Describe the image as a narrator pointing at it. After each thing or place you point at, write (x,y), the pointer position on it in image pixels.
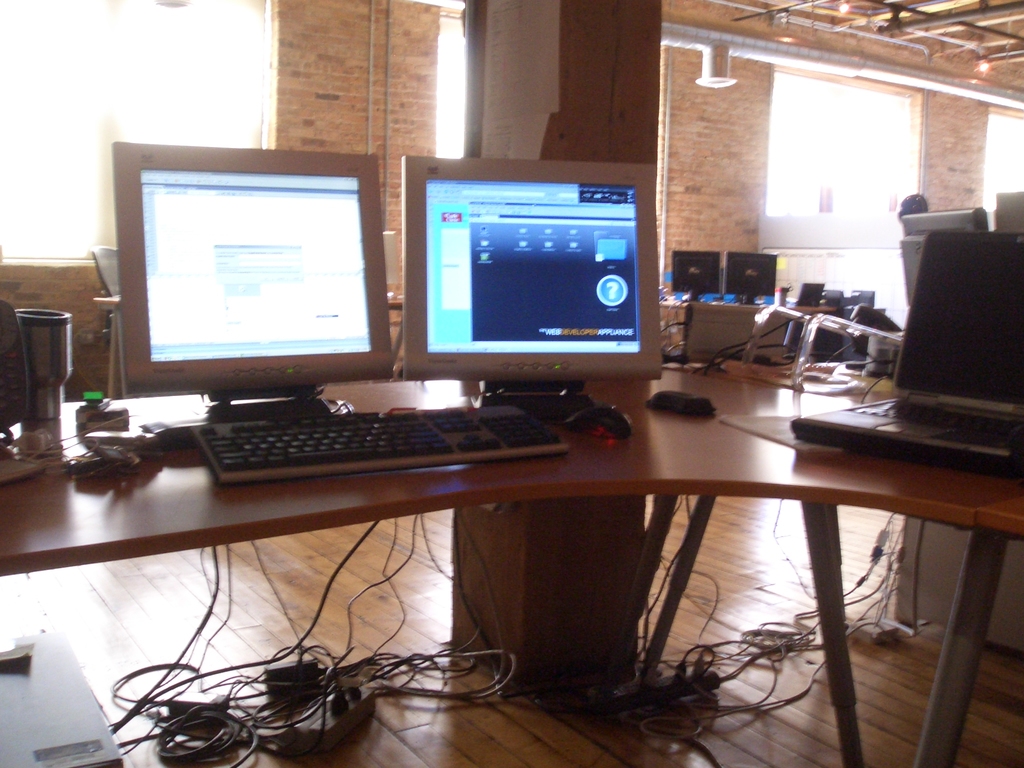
As we can see in the image there is a brick wall (737,92), window (807,99), tables (678,462) and on tables (29,512) there are screens (340,325), keyboard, mouse (695,398) and papers (770,419).
